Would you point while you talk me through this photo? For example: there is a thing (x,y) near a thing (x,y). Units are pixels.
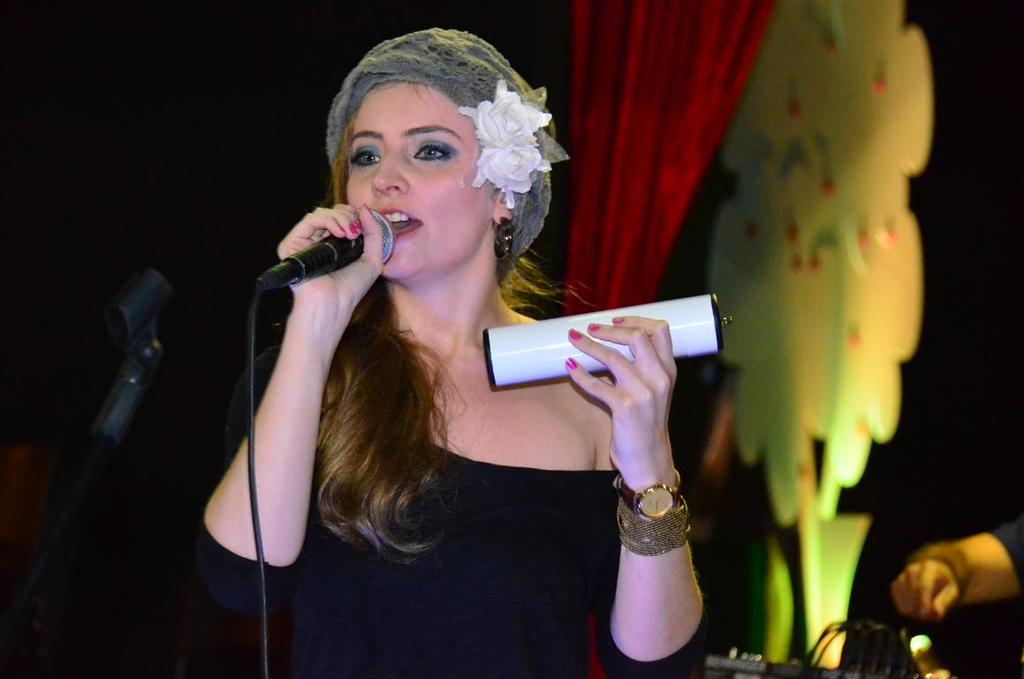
In this image, In the middle (622,400) there is a woman (542,572) she is holding a white tube (546,359) in her left hand (587,375) and she is singing a song in microphone (316,257) which is in black color, In the background (835,202) there is a yellow color decoration (820,198) and a red color curtain (670,136).
